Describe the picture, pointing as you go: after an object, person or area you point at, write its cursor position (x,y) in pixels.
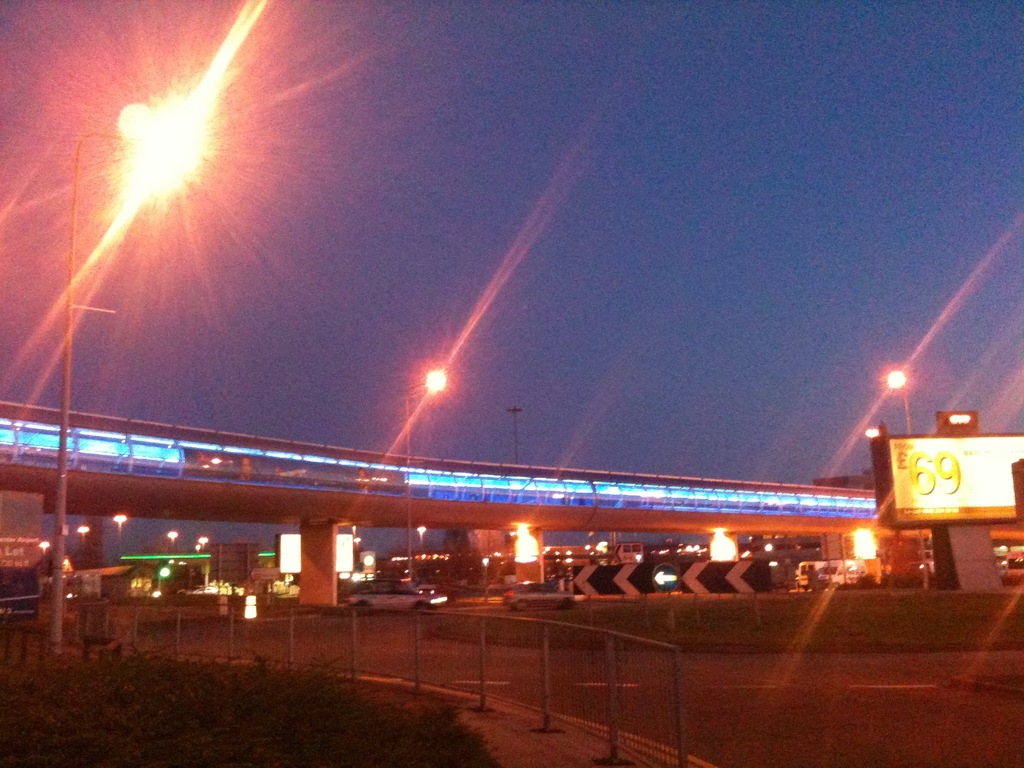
I can see the street lights (180,139). This looks like a hoarding (947,470). These are the cars (382,598) on the road (763,685). Here is a fence (227,647). This is the grass (332,722). I think this is a flyover (418,494) with the pillars (319,551). I can see the buildings (261,555) with the lights (729,544).
